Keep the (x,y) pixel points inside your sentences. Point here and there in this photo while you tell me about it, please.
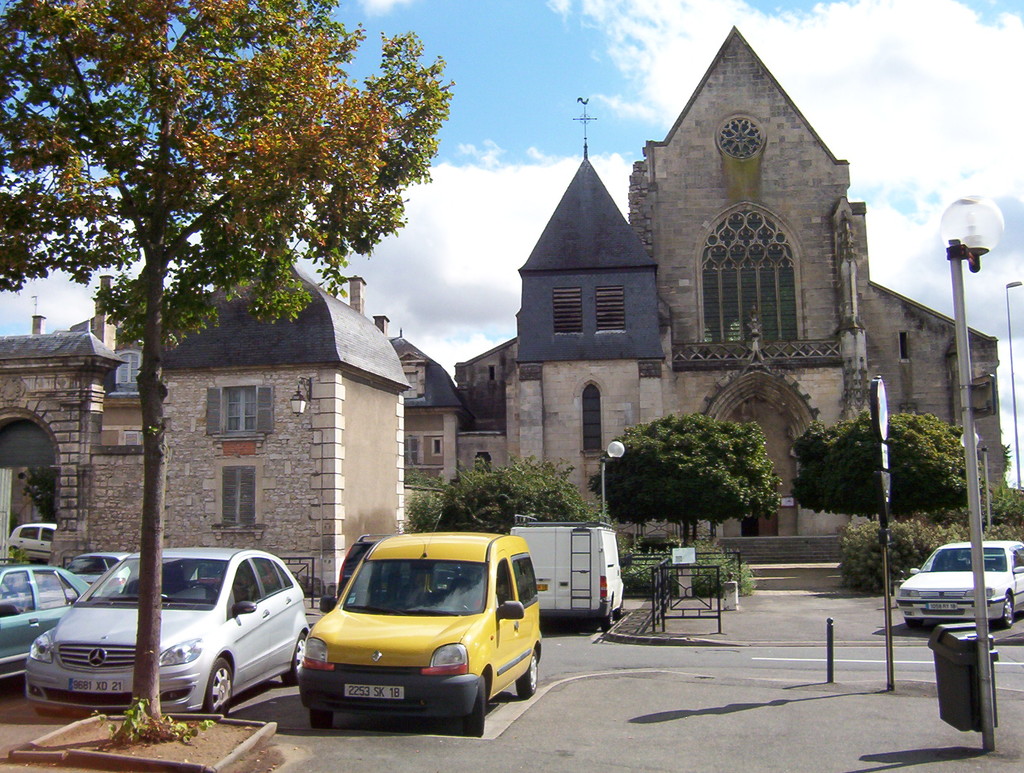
In this image there are vehicles (292,586) on the road (1018,622). In the front (142,546) on the left side (156,481) there is a tree (165,339). In the background (338,429) there are buildings (549,349), trees (657,463), poles (988,485), and the sky (930,164) is cloudy.
